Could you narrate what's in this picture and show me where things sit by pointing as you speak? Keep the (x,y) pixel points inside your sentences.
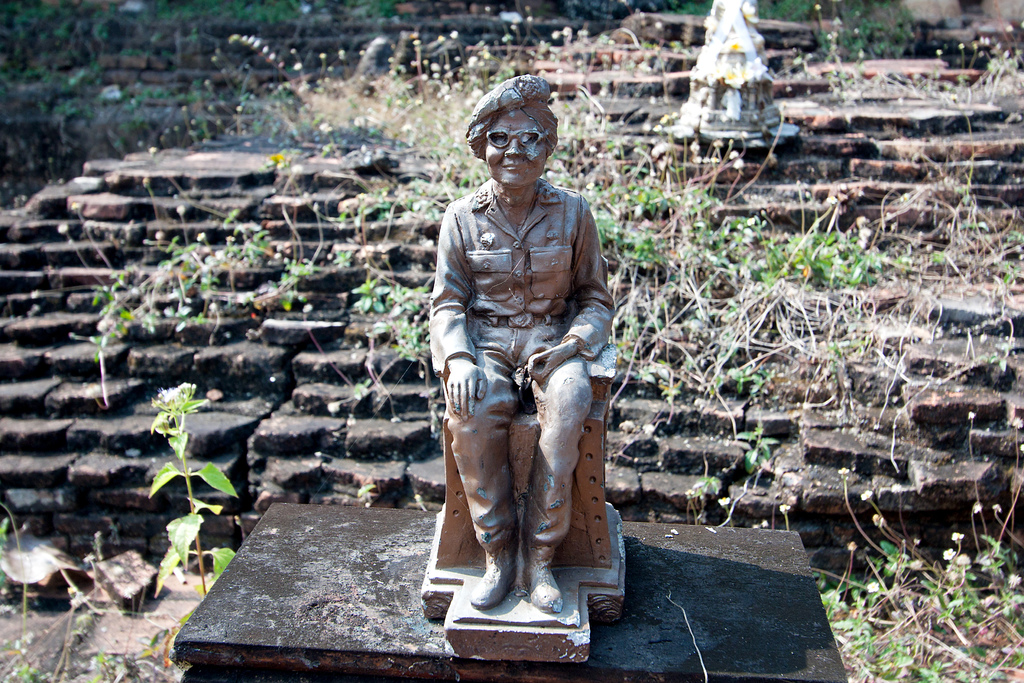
In this image in the center (576,367) there is a statue (525,365). In the background (234,254) there are steps (255,353) and there are dry leaves (733,323) and there are plants (683,237).
